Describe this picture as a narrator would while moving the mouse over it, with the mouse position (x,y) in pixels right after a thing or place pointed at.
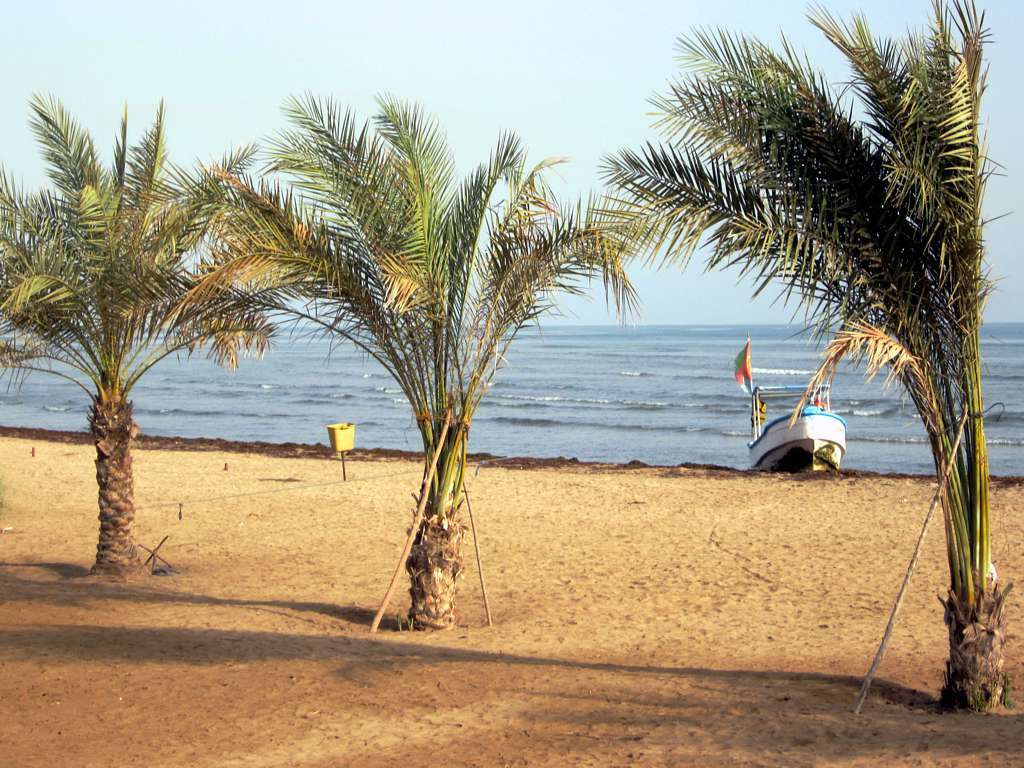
In this image we can see trees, sand (625,507), boat (774,422), water (669,387) and sky (513,111).
